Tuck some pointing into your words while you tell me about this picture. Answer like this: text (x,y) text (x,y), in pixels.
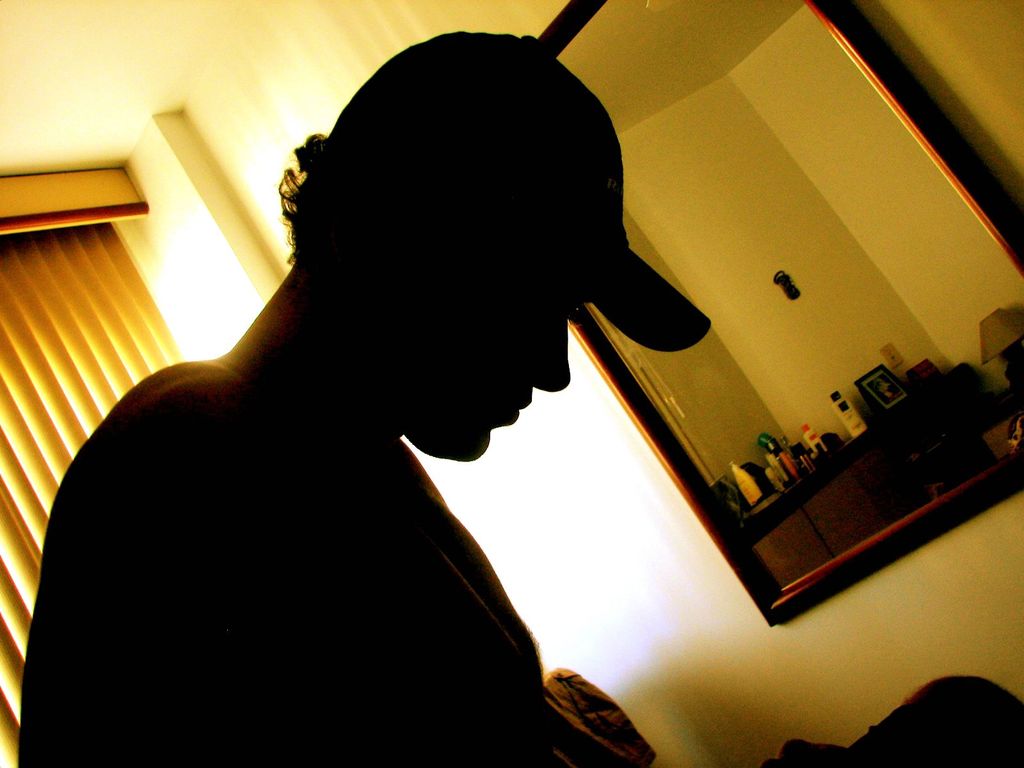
In the foreground of the image (273,395) we can see a person (376,419) wearing the cap (538,117). In the background (834,446), we can see curtains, mirror (693,423) to the wall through which we can see the table (848,446) on which a few things (775,462) are kept and a photo frame (903,396). Here we can see the table lamp (1014,355), door (657,398) and the wall (799,307).
